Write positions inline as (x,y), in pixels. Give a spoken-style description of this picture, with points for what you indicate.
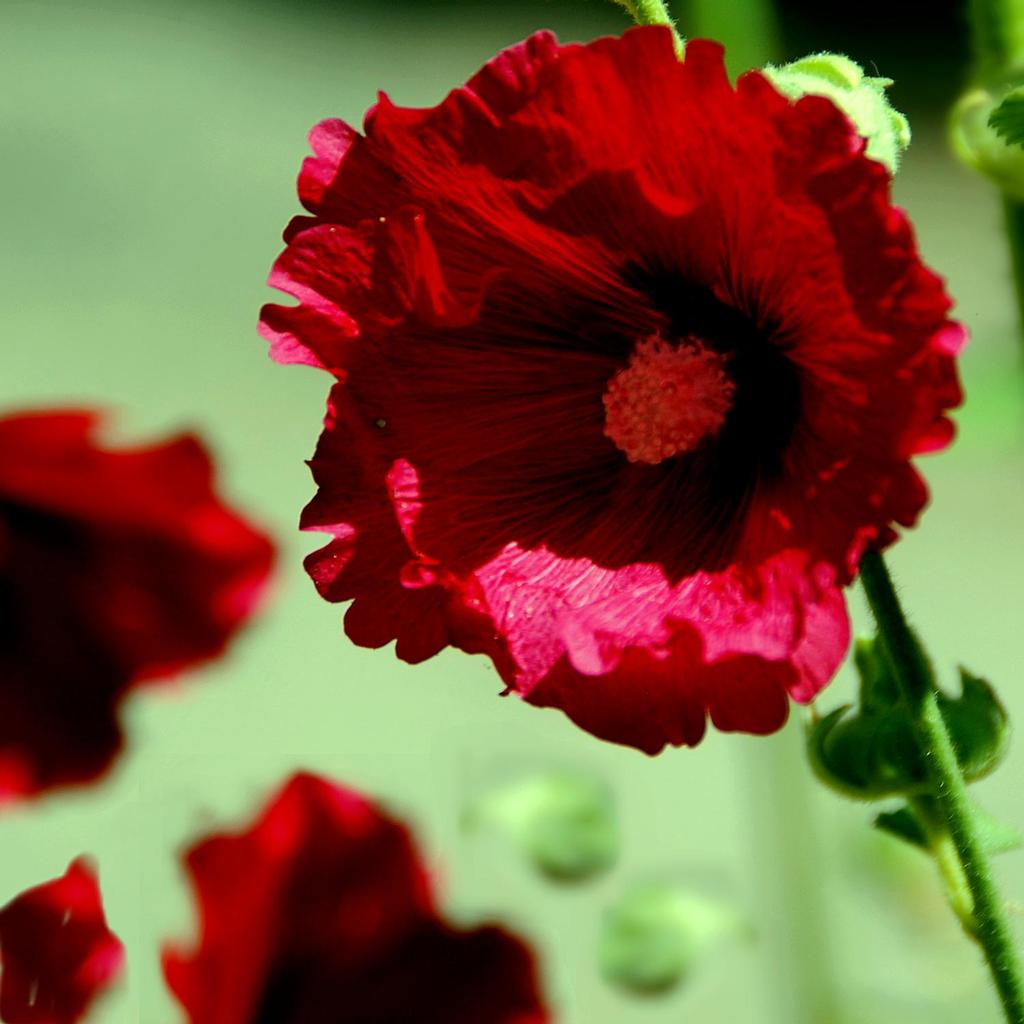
In the center of the image (509,614) we can see one plant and flowers (565,694), which are in red color. In the background (61,184), we can see it is blurred.
